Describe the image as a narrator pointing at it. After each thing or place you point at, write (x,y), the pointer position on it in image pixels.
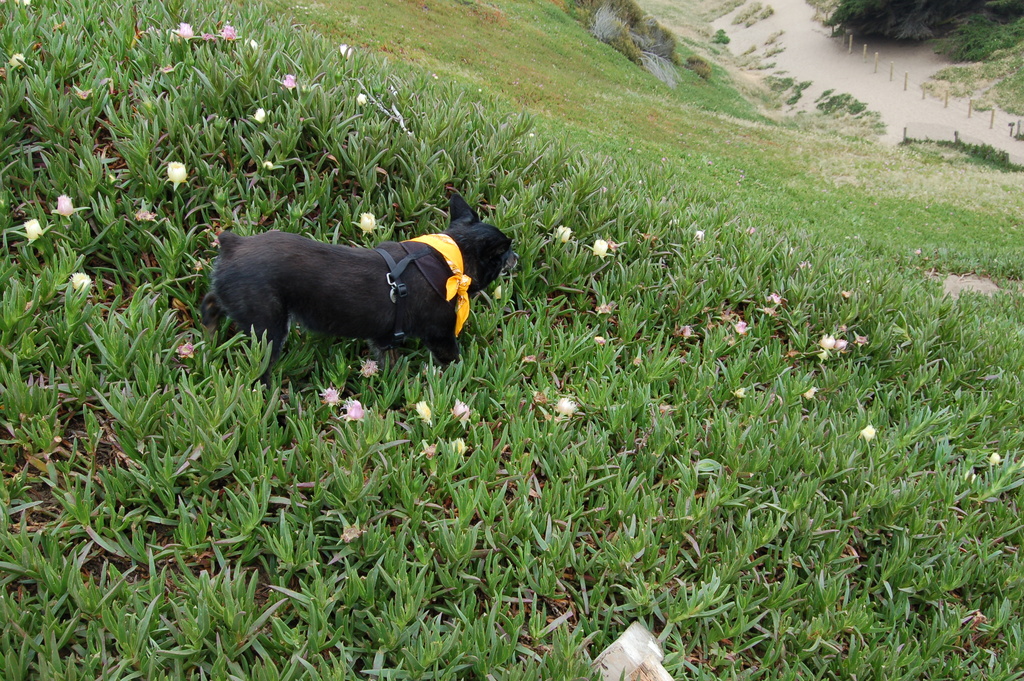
In this image there is a dog (427,269) on the surface (404,200) of small plants (554,326), the plants (570,326) are having flowers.
